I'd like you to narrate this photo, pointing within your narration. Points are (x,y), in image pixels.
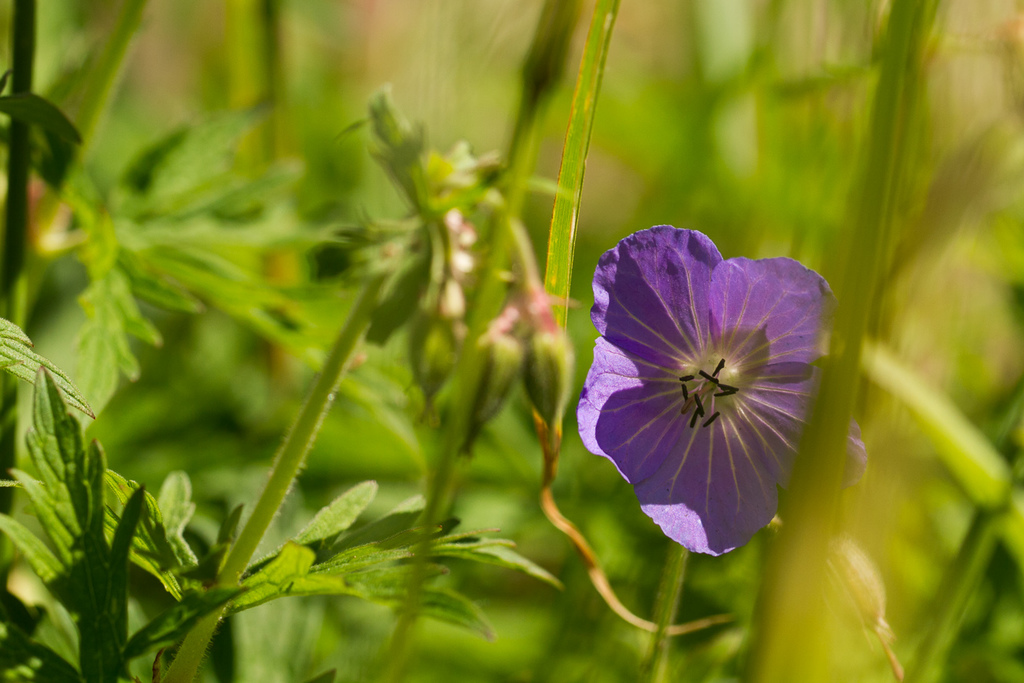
In this image we can see a flower (664,270) and plants (398,278).
